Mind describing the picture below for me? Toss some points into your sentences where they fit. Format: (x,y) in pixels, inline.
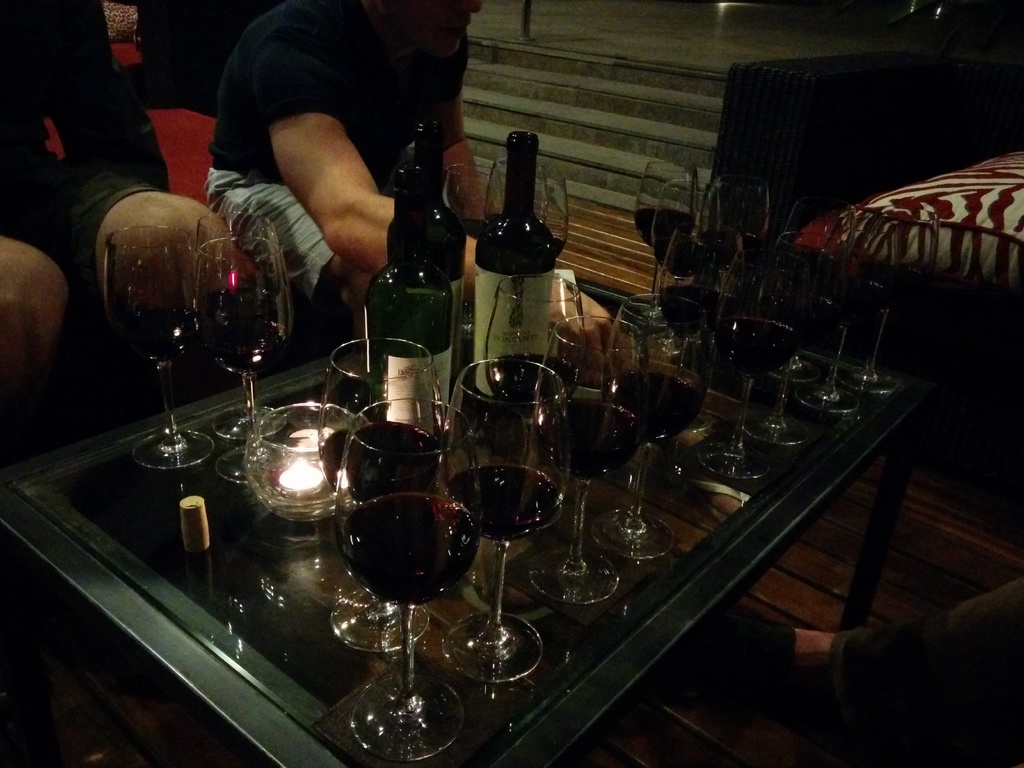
In the image we can see there are persons (82,214) who are sitting and in front of them there is a table (482,720) on which there are glasses (374,420) which are filled with red wine (416,453) and there are three red wine bottles (404,281).
